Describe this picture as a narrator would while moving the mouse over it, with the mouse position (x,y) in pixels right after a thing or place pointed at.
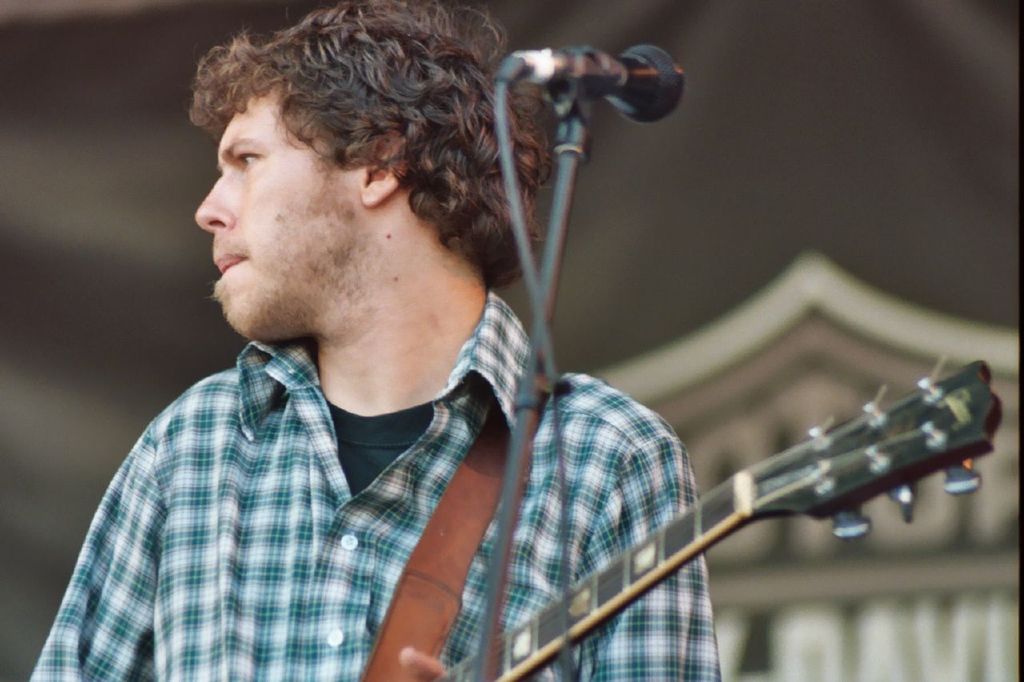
This is the picture of a man (225,541) in checks shirt (157,545) holding the music instrument (609,572). In front of the man (386,265) there is a microphone (642,56) with stand (508,475). Background of the man (353,343) is blur.
